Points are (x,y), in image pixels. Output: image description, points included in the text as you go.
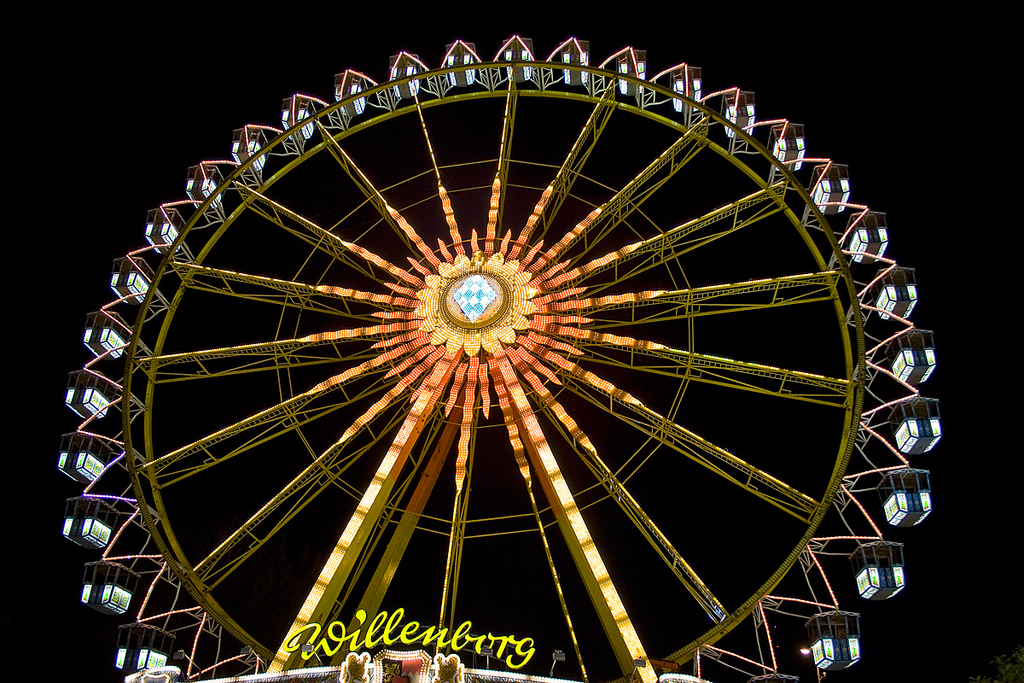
In the picture I can see a giant wheel (374,358). Here I can see a led board (371,645) which is yellow in color. The background of the image (1008,268) is dark.
